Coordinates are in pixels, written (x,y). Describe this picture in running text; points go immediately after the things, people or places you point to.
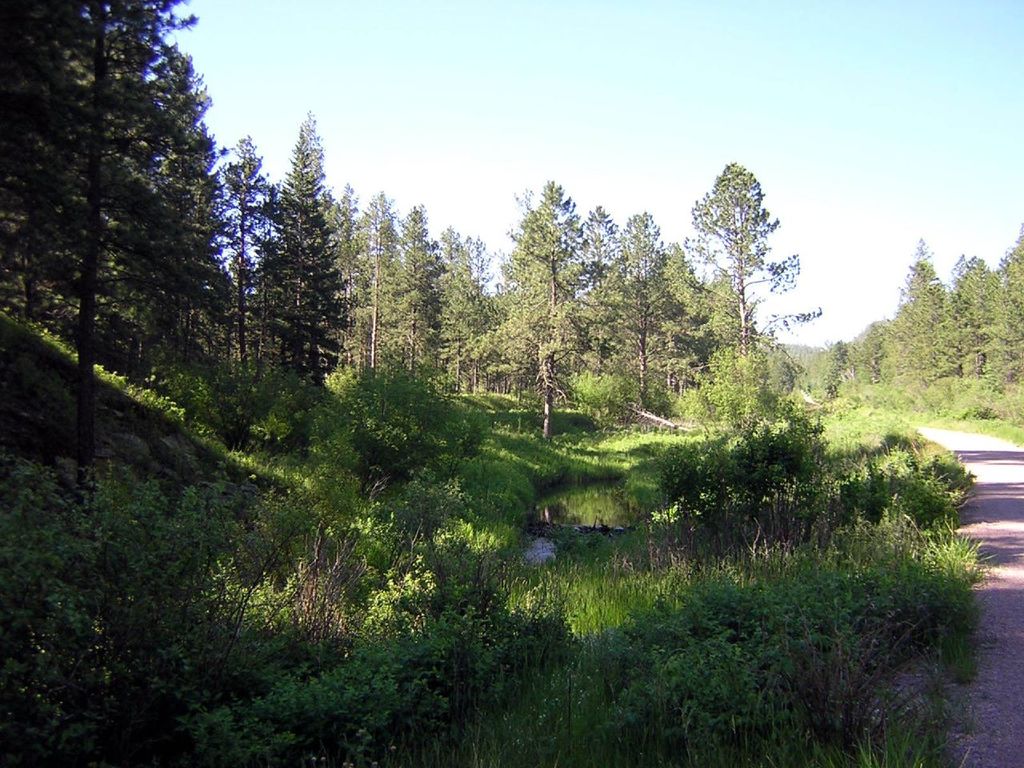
In this image we can see group of plants (154,505) and trees (245,259). In the center of the image (585,506) we can see water (607,506). On the right side of the image (784,573) we can see grass (896,427) and pathway (996,522). At the top of the image (560,74) we can see the sky (469,52).
